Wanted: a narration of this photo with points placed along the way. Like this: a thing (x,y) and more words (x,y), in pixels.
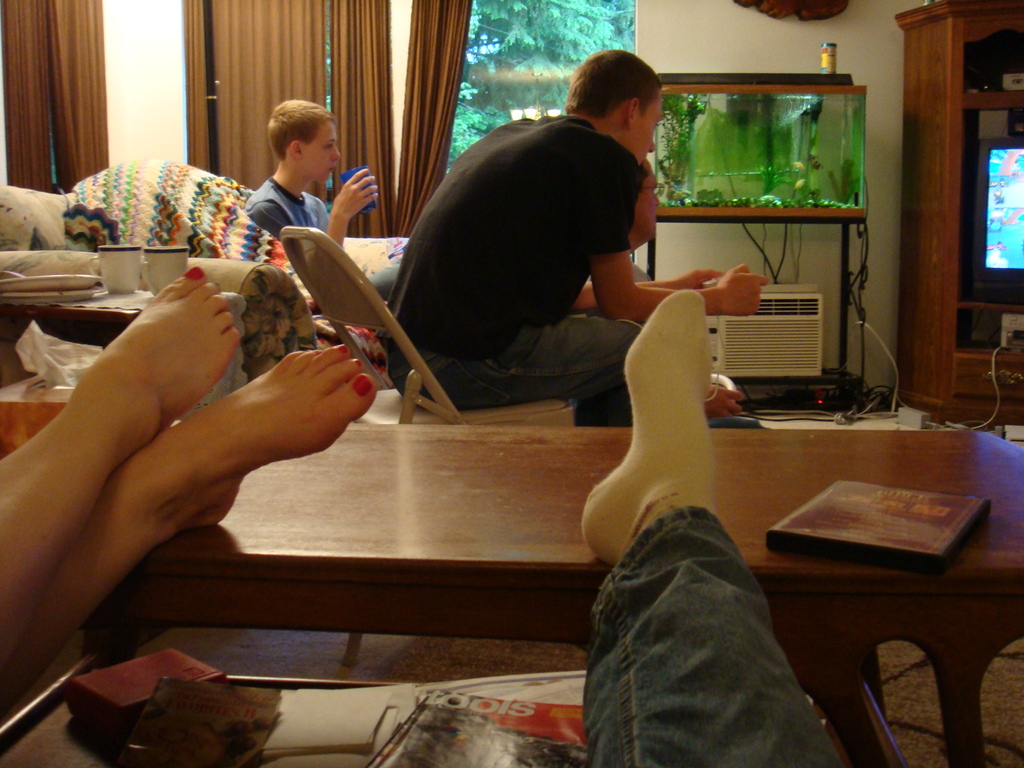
In this image there are three persons (426,257) who are sitting and in the bottom (50,528) there are two persons (670,458) and on the background (546,29) there is a window (525,55) and some curtains (66,67) are there. And on the top of the right side (689,147) there is one aquarium (692,131) and one air cooler (775,336) is there and on the right side (1014,229) there is one television (997,222) and in the bottom (262,549) there is one table (578,473). On that table (914,473) there is one book (849,527) and on the left side (158,728) there is another table (96,745) and some books (285,724) are there. On the table (362,724) and on the top (760,35) there is a wall (734,35) and some wires (795,412) are there on the floor (813,410).
